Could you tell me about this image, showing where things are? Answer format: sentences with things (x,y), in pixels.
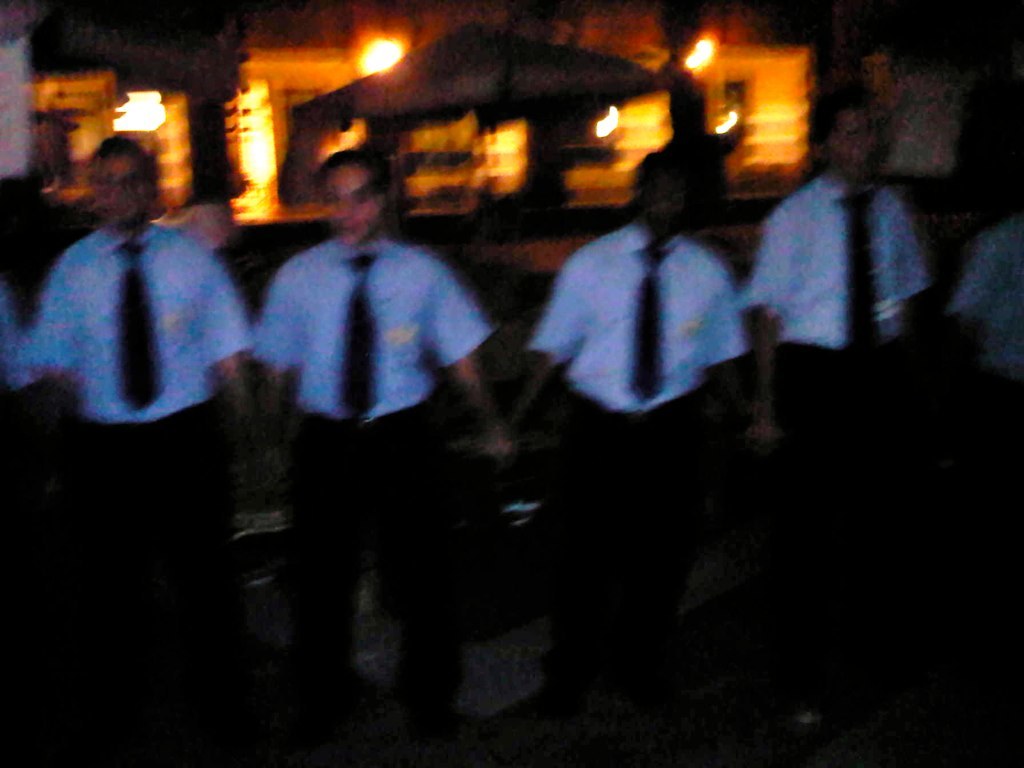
In this picture, we can see a group of people (406,520) standing on the path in dark. Behind the people (326,393), there are blurred items (431,140).
